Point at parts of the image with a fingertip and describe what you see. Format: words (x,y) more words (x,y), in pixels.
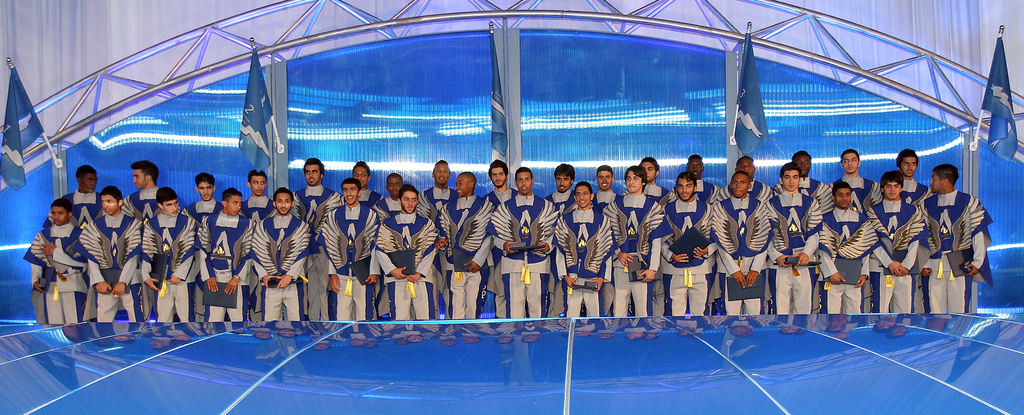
In this picture I can see group of people (532,231) are standing. These people (532,266) are holding some objects (632,266) in their hands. In the background (247,117) I can see flags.
